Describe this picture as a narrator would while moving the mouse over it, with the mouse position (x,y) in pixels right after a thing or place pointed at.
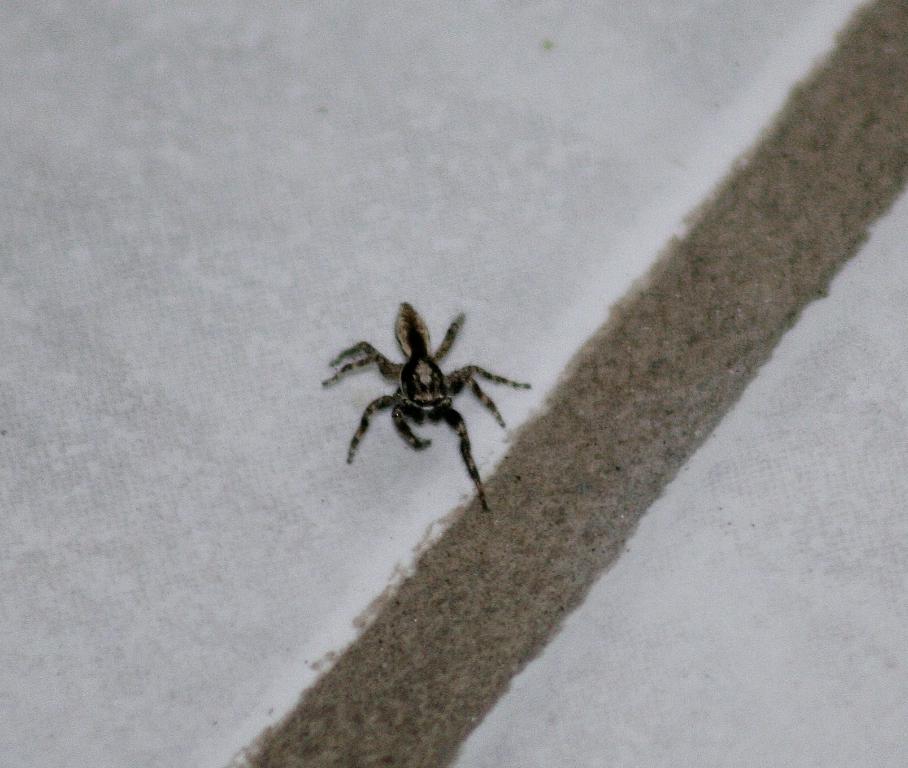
In the middle of the image (448,332) there is a spider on a wall (442,206).
